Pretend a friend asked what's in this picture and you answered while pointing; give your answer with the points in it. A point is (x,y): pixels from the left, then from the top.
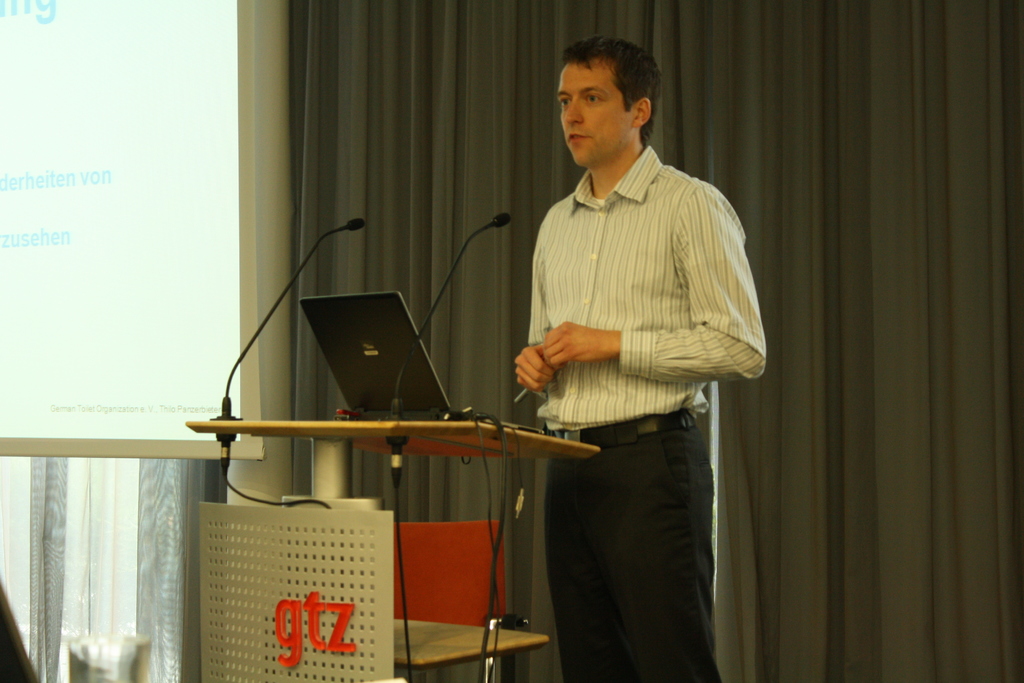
In this image we can see a man (572,398) holding the pen (520,397) and standing in front of the table (335,437) and on the table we can see two mikes (403,359) and also a laptop (416,355). We can also see the red color chair (458,536) and some object (382,621) and also a glass (133,651). In the background (60,650) we can see the curtain (765,328) and also the screen (114,264) on the left (96,342).
